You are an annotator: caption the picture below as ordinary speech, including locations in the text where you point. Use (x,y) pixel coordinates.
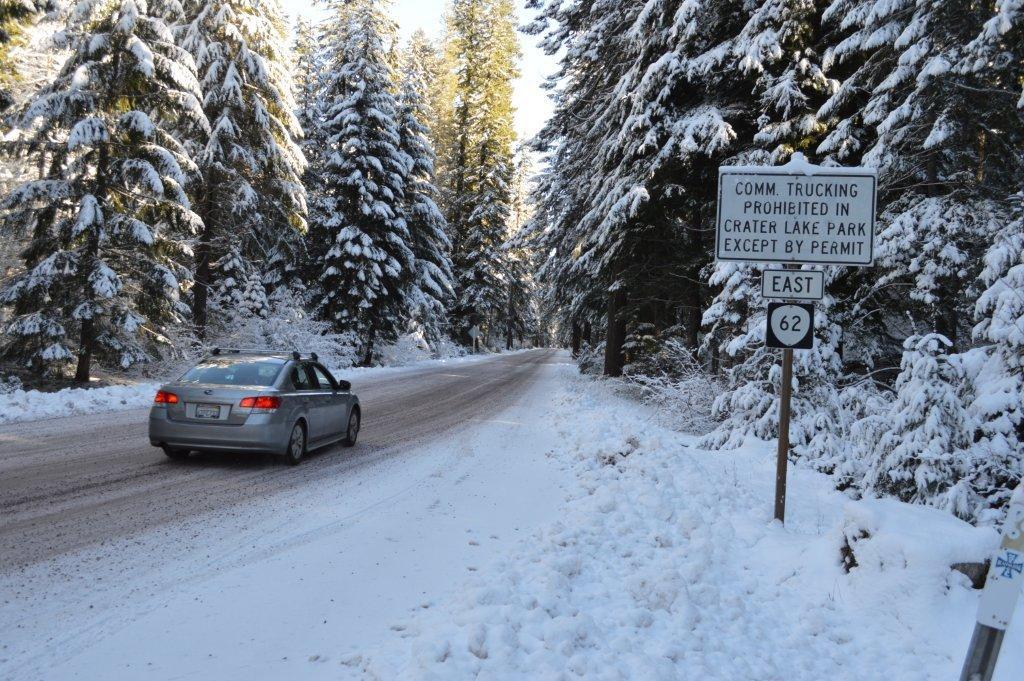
In this image I can see a car (286,421) on the road (335,517), the car (280,441) is in gray color. I can also see few trees (569,207) covered with snow (492,256) and a white color board (741,234) attached to the pole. Background (516,35) the sky (557,65) is in white color.
